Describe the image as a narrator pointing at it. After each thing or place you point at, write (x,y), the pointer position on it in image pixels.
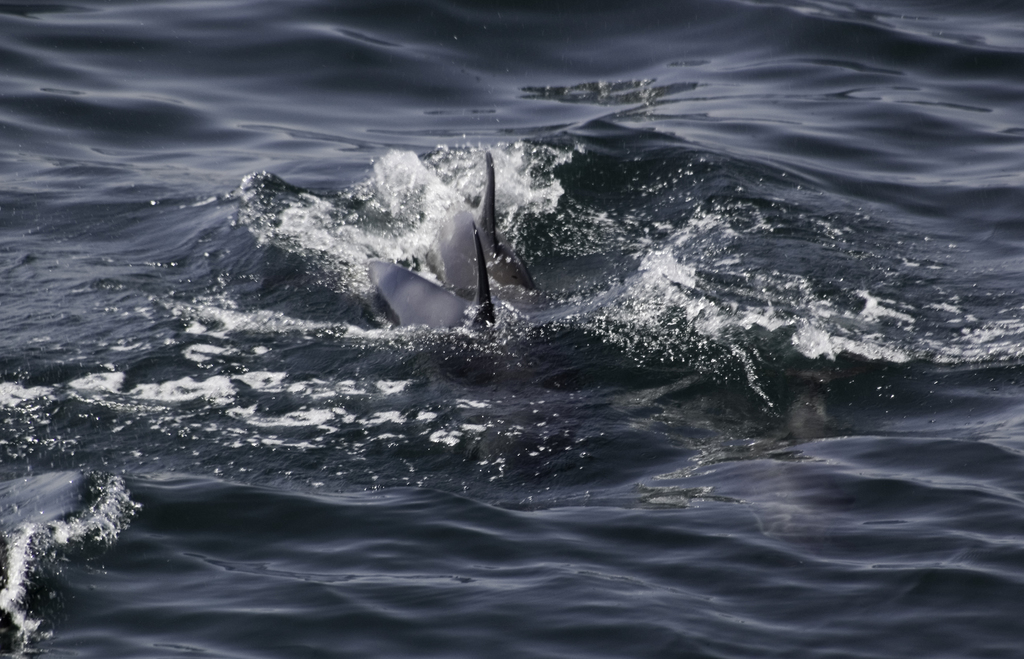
This image is taken outdoors. At the bottom of the image (501,491) there is a sea (607,245). In the middle of the image (453,230) there are two dolphins (487,276) in the sea (624,405).
